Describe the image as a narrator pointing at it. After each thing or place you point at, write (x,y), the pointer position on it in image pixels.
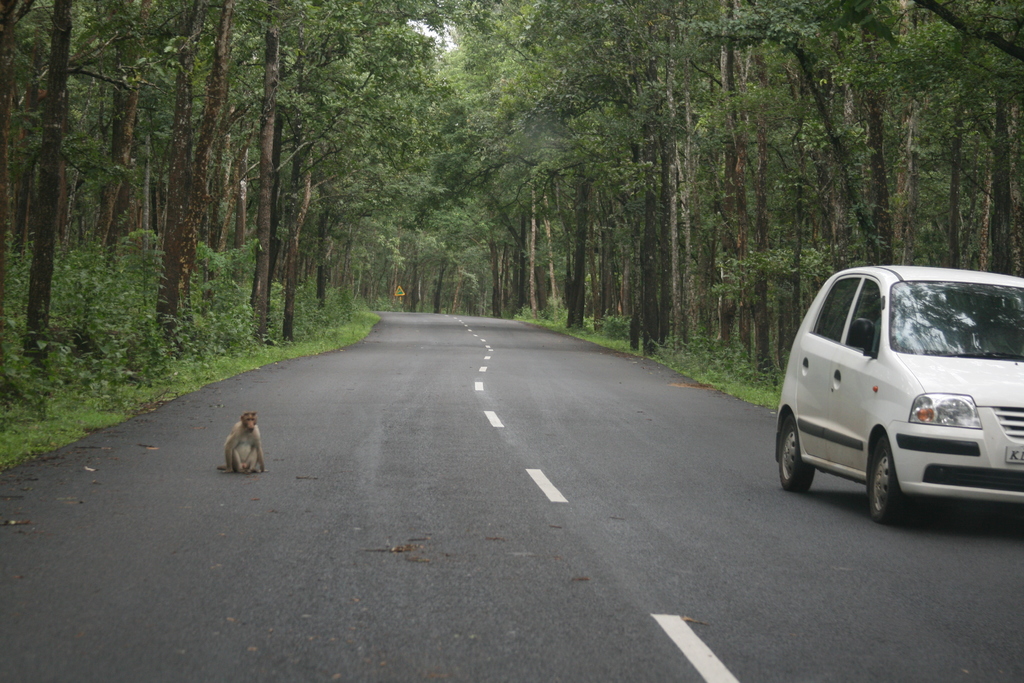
In this picture we can see a car (821,470), monkey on the road (498,408), signboard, plants (205,377) and in the background (344,229) we can see trees (132,136).
